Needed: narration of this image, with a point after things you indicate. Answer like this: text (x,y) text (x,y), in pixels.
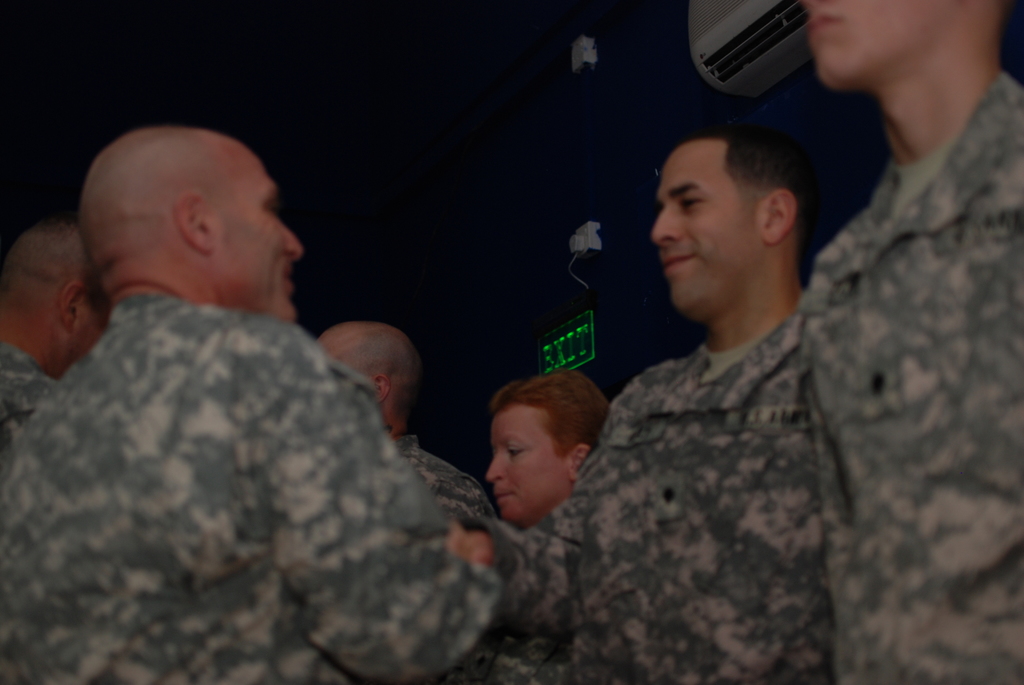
In this picture we can see few persons (839,417). In the background (422,351) we can see a board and an AC (709,1) on the wall (546,222).
